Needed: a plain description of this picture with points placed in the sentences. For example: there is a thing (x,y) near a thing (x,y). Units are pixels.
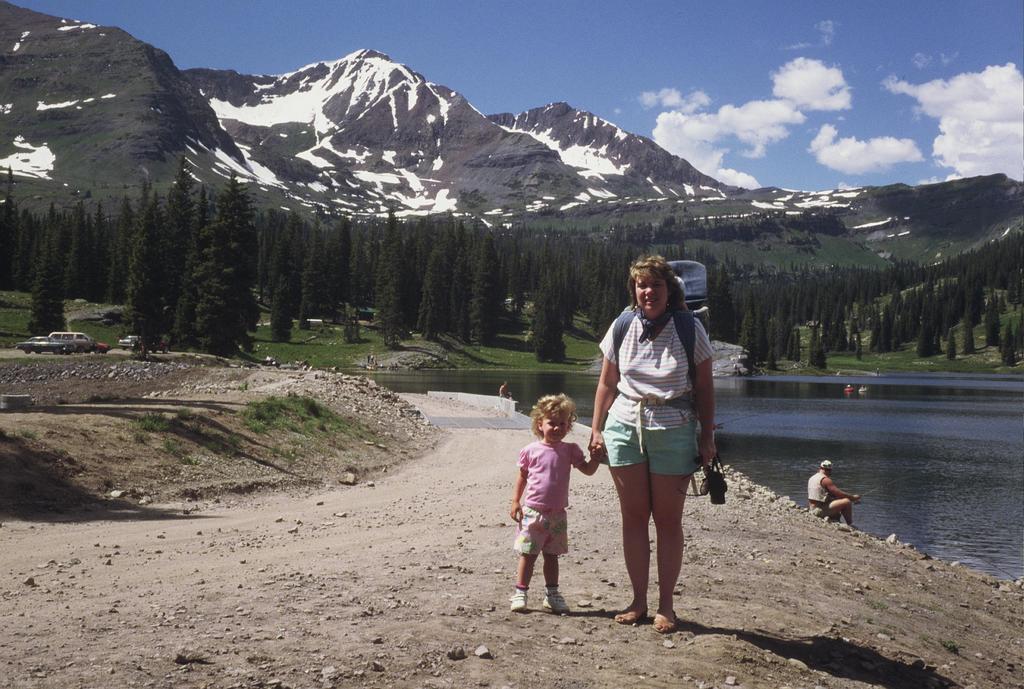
In the middle of the image (654,286) two persons (654,286) are standing and she is holding something in her hand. Behind them few people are sitting and there is water (732,379). In the middle of the image (375,242) there are some trees (352,327) and vehicles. At the top of the image (491,146) there are some hills (542,164) and clouds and sky (82,12).
